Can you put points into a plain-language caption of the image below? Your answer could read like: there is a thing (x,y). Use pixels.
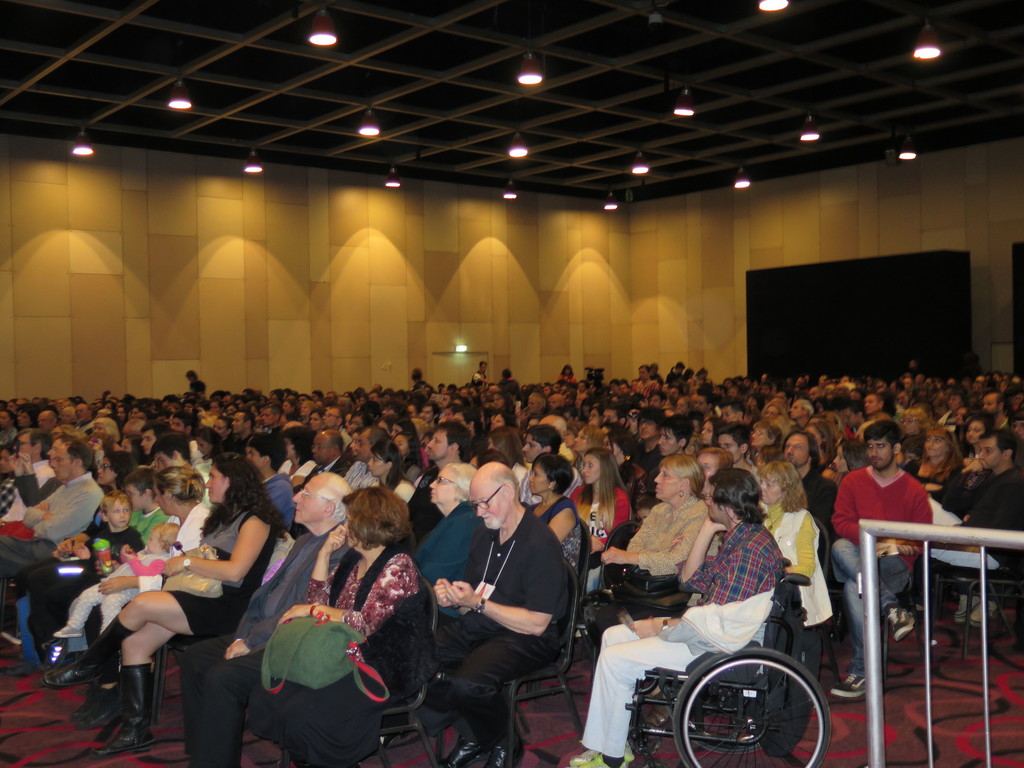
At the bottom (732,542) there is a man (732,527) who is sitting on the wheelchair (699,670), beside him there is an old man (495,608) who is wearing black dress (479,711). Beside him we can see a woman (456,525) who is wearing spectacle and t-shirt (458,554). In the background (555,527) we can see the group of persons (678,469) were sitting on the chair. In the bottom left corner (117,528) there is a boy (127,520) who is holding a toy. At the top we can see the lights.
